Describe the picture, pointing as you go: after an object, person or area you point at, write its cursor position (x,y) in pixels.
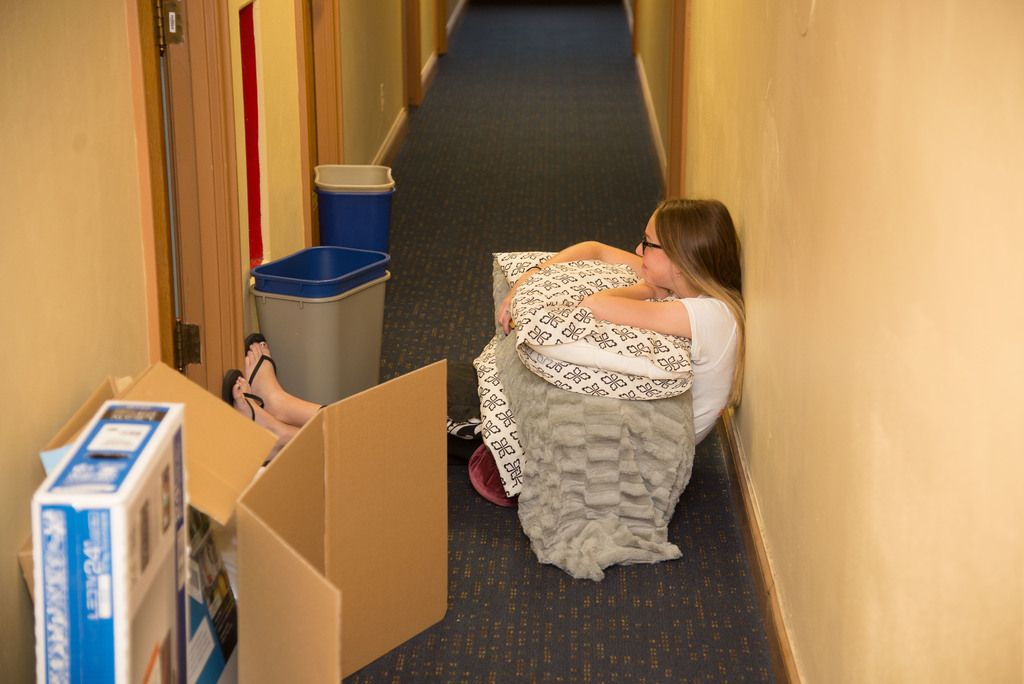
In this image there is a person (701,212) sitting and she is holding the pillows (609,358) and a blanket (554,400). In front of her there are bins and a few other objects (129,524). There are doors (210,162). In the background of the image (749,163) there is a wall (873,491).
